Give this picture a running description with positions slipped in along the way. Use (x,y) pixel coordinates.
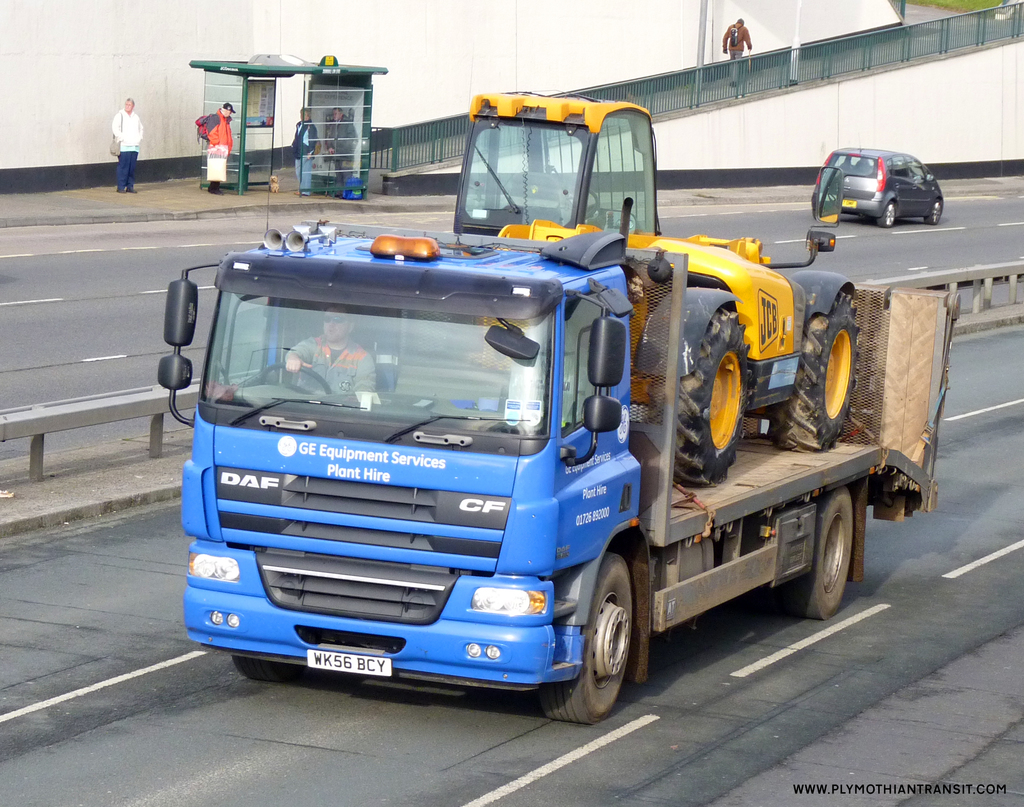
There are vehicles (546,598) on the road (467,730). Here we can see few persons (341,137) and a fence (761,64). In the background (465,55) there is a wall (482,51).
